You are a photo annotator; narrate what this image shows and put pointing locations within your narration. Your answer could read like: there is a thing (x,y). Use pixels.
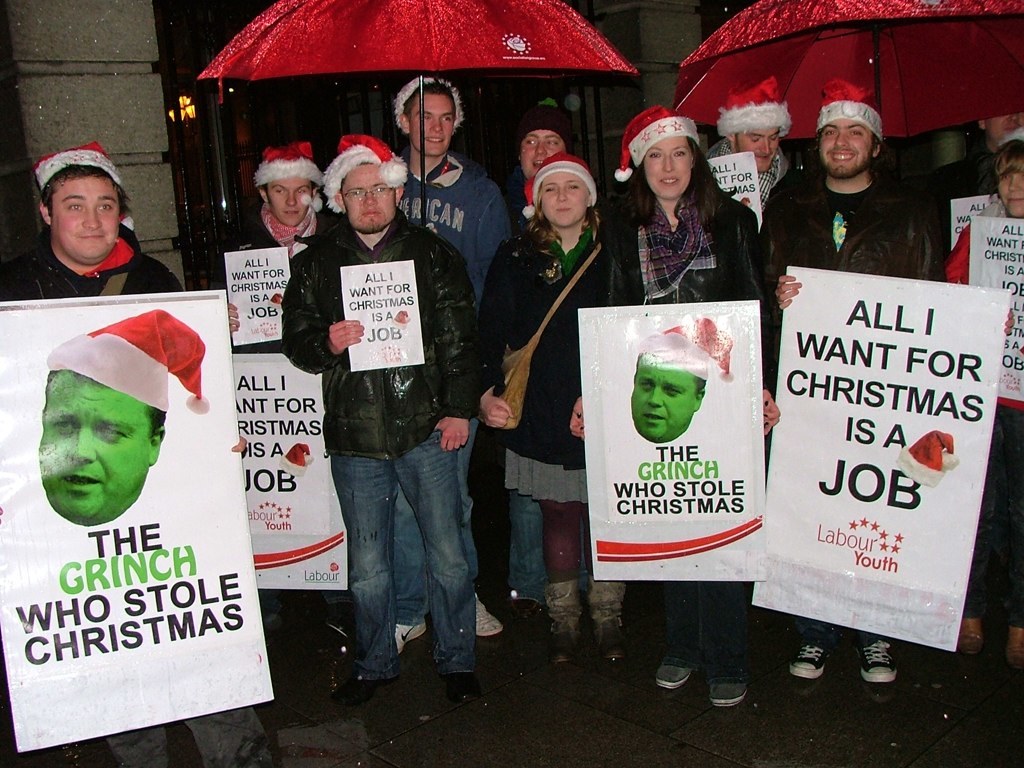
In the center of the image (458,369) a group of people (458,369) are standing and wearing hats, some of them are holding boards (656,321) and umbrellas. In the background of the image (86,21) we can see pillar (123,104), wall (109,104) and lights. At the bottom of the image (553,722) there is a floor (637,660).
